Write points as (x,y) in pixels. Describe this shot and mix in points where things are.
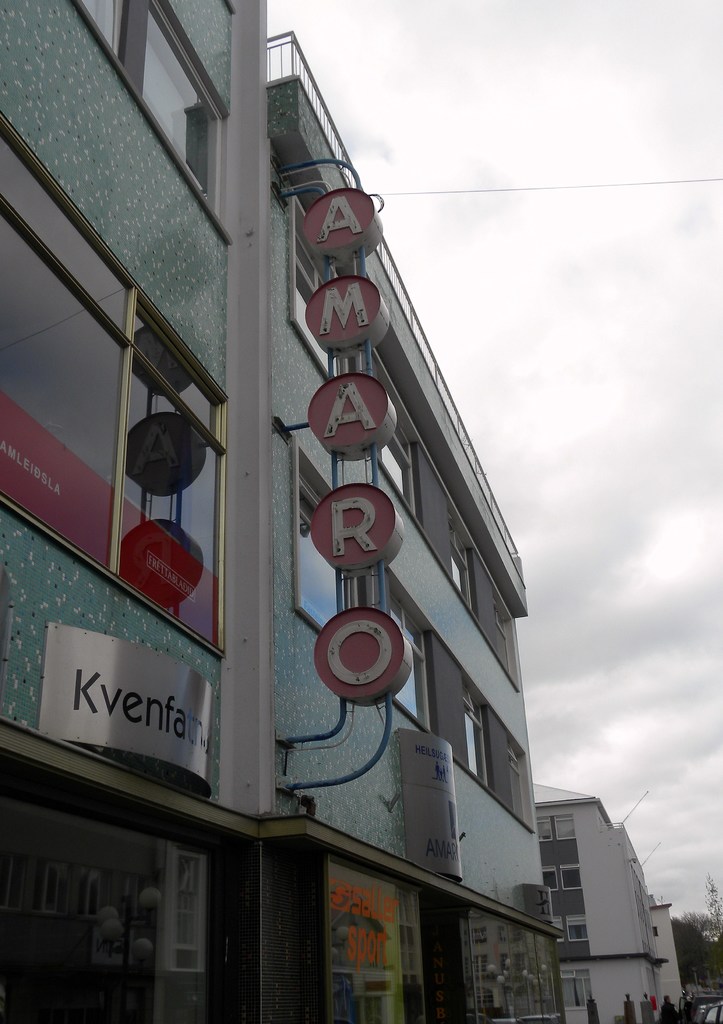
In this image we can see building (149,615), name boards (155,690), persons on the road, trees (719,948) and sky (571,451) with clouds (571,451).
